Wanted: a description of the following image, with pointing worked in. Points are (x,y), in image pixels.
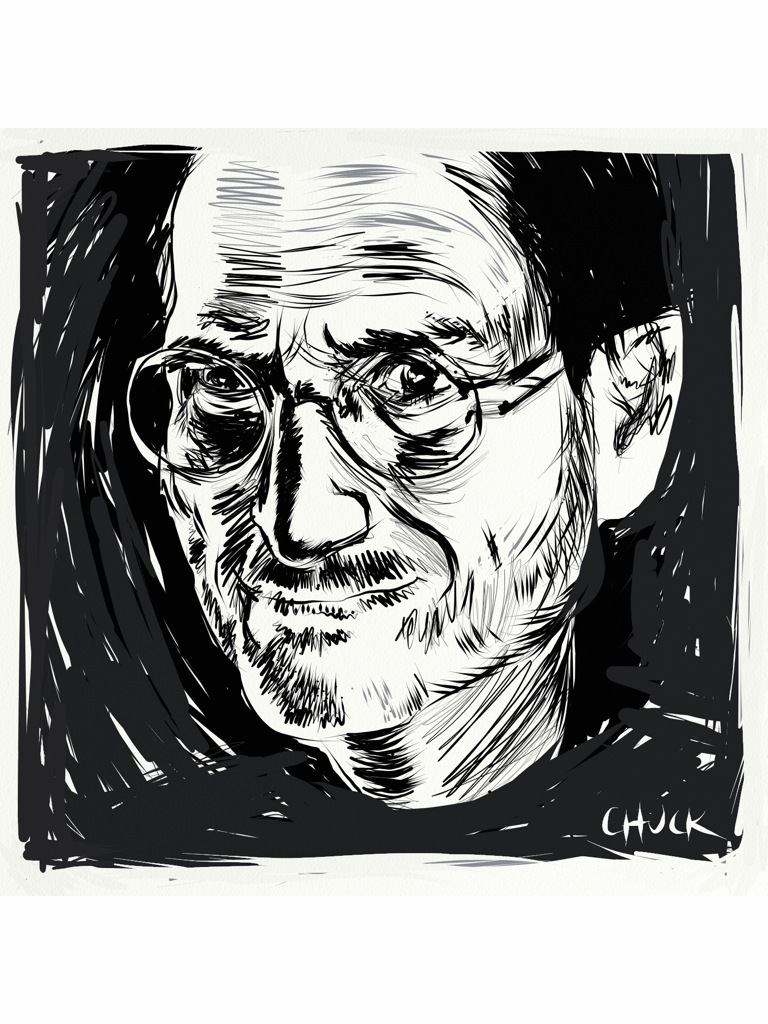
In this image I can see depiction picture of a man (563,703). I can also see something is written on the right bottom side (690,821) and I can see this image is black and white in colour.
